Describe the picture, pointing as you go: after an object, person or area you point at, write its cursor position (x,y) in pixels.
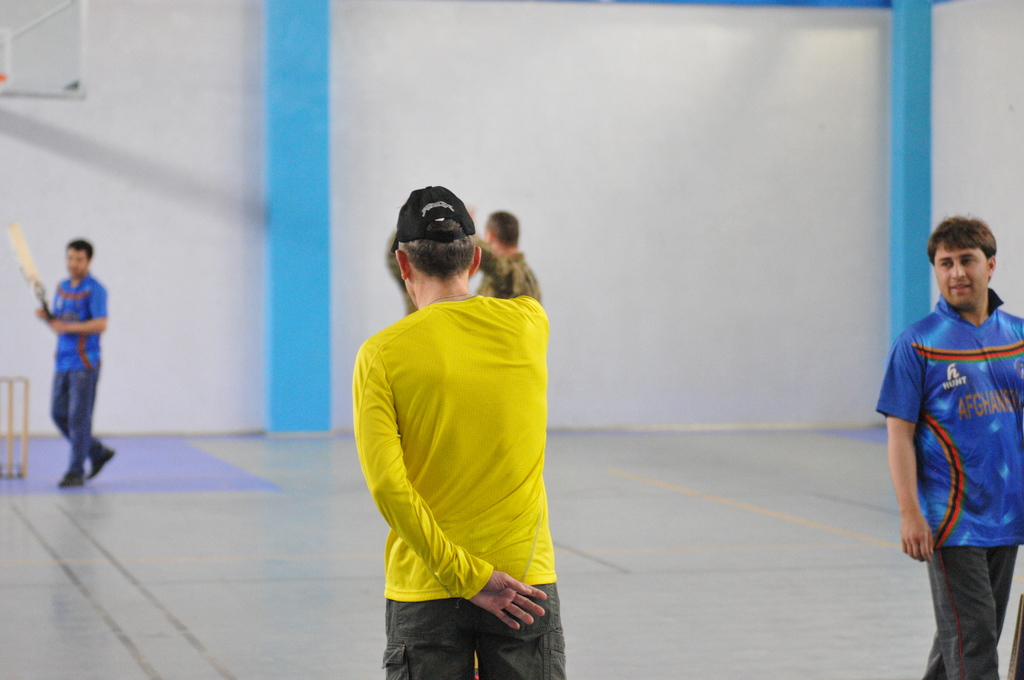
In the foreground of the image (357,413) there is a person (544,448) wearing yellow color t-shirt (409,354) and a black color cap (431,241). To the right side of the image (933,452) there is a person (952,455) walking. In the background of the image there is a person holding a bat (13,240). There is a wall (560,83). At the bottom of the image (742,612) there is a flooring (728,667).
